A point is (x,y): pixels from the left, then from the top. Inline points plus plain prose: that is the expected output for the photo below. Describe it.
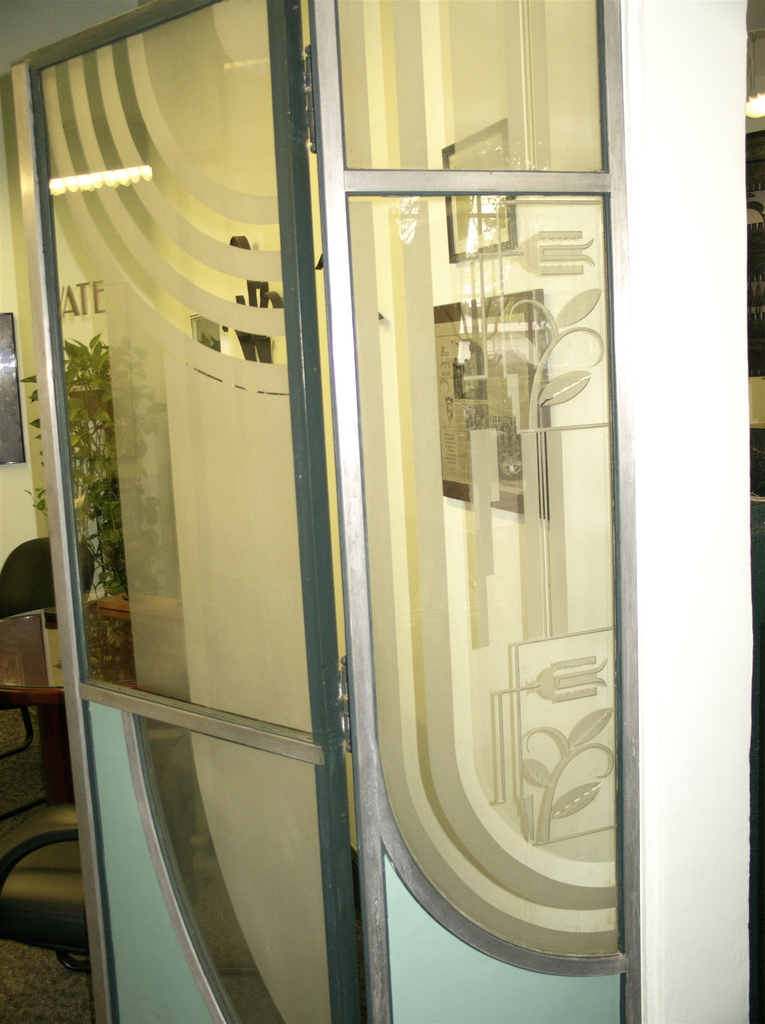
In this image we can see glass door (246,383) and in the background of the image (86,544) there is table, chair (21,576) and some plants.
